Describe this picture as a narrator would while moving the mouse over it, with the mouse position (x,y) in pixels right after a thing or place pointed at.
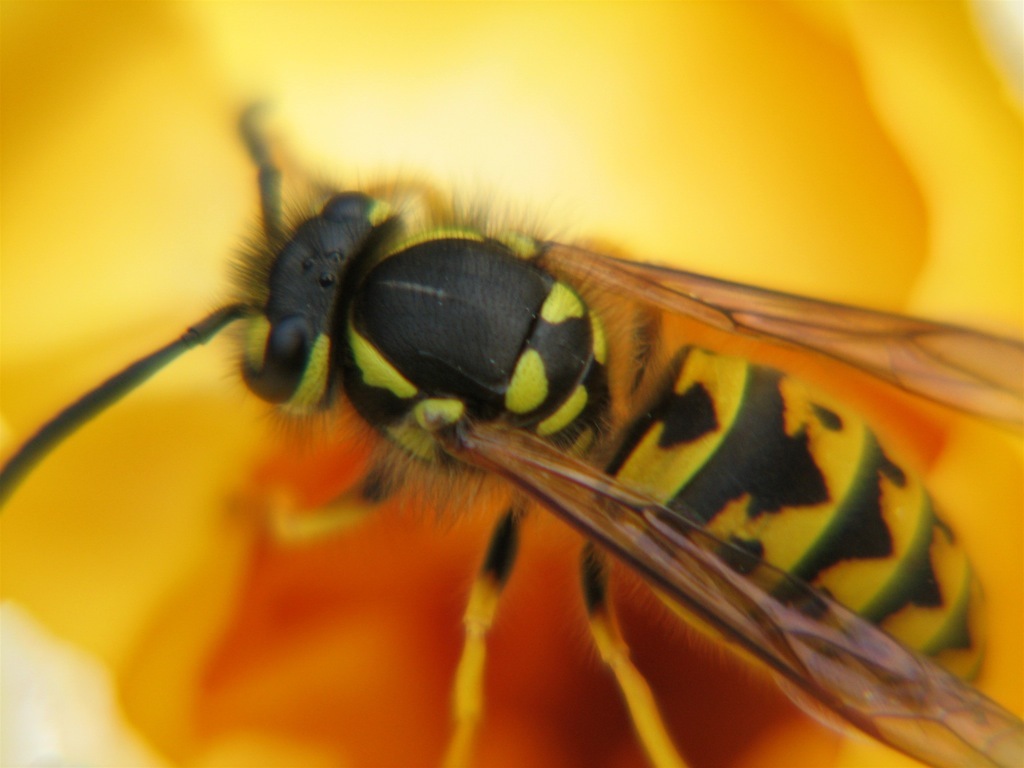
In this image we can see a wasp (642,494).
